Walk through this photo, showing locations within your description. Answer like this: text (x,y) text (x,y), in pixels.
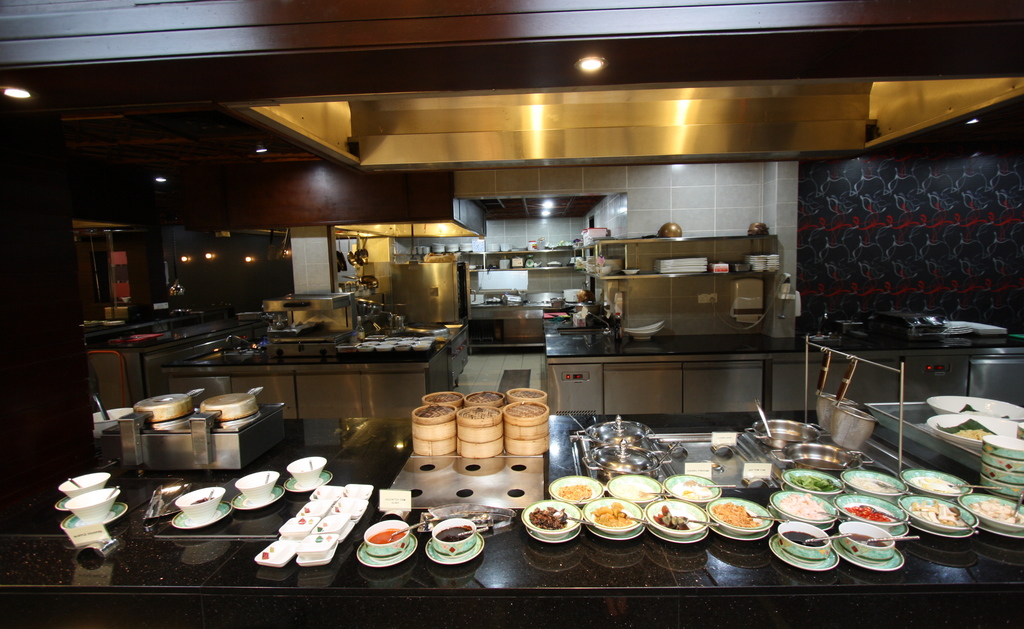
In this image we can see a kitchen (660,404). There are many utensils (636,506) on the surface (675,463). There is a light (592,68) attached to the roof (581,78). There is a food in the bowl (845,499). There is an oven (450,295). There are some plates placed on a rack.
